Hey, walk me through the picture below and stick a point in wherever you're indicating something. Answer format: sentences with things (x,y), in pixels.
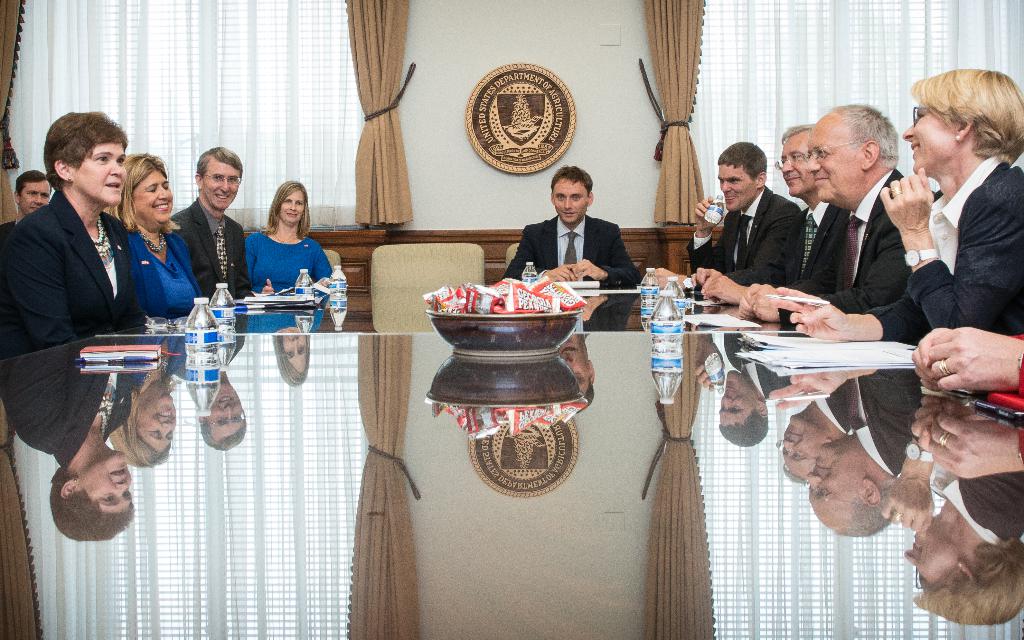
In this image there is a glass table (453,454) in the middle (592,427) and there are few people (801,248) sitting around it. On the table (385,353) there are bottles (213,329), bowl (517,319) full of packets (531,301), books (122,348), pens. In the middle (542,238) there is a man (527,245) who is sitting in the chair (510,259). In the background (542,144) there is a logo (526,110) attached to the wall (539,61) and there are two curtains (369,27) beside it.
